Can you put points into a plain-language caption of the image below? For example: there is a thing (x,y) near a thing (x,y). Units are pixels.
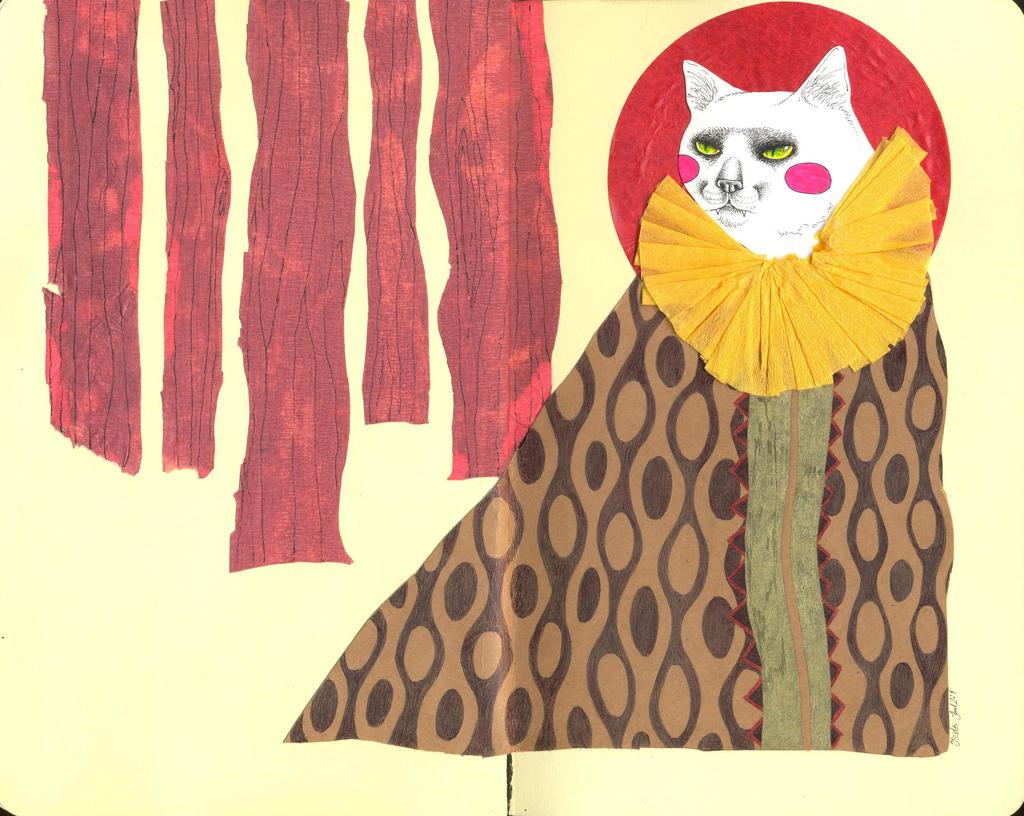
In this image I can see the cream colored surface (168,637) and I can see a painting (743,199) of a cat (779,196) which is white in color wearing brown, yellow and red colored dress (885,149) and I can see few red colored objects (309,350).
